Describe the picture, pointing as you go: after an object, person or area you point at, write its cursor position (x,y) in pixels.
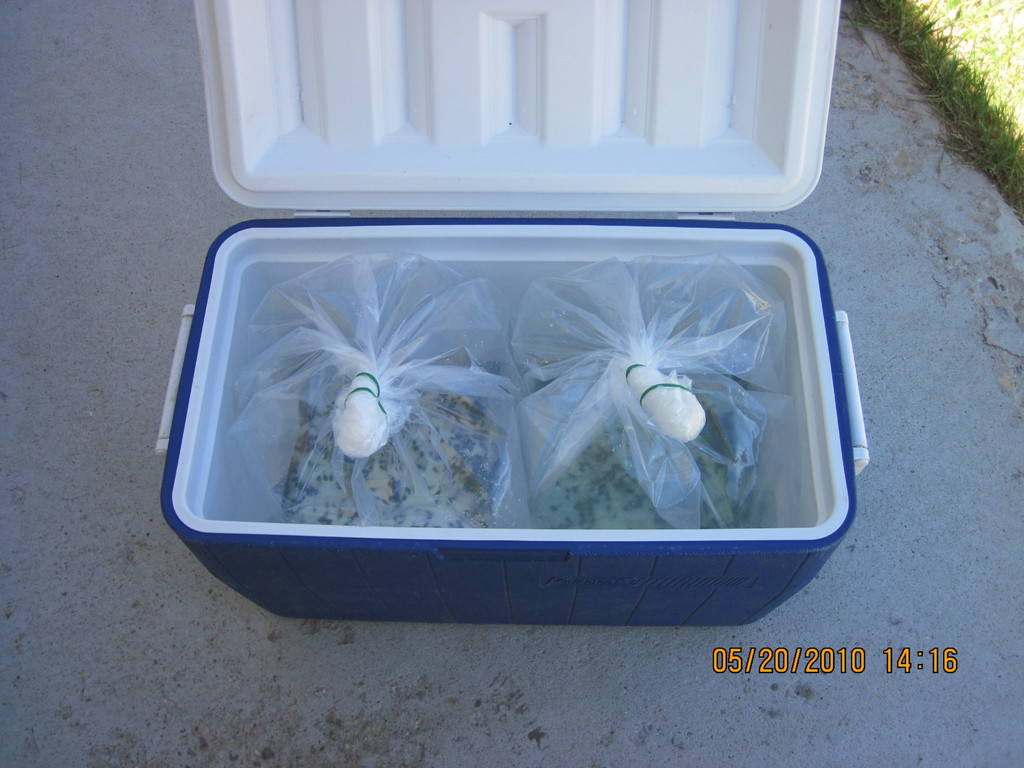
In this box (368,529) there are food packets (302,430). Bottom of the image (950,660) there is a date and time (901,656) in number (888,656). Right side (996,22) corner of the image there is a grass (949,36).
